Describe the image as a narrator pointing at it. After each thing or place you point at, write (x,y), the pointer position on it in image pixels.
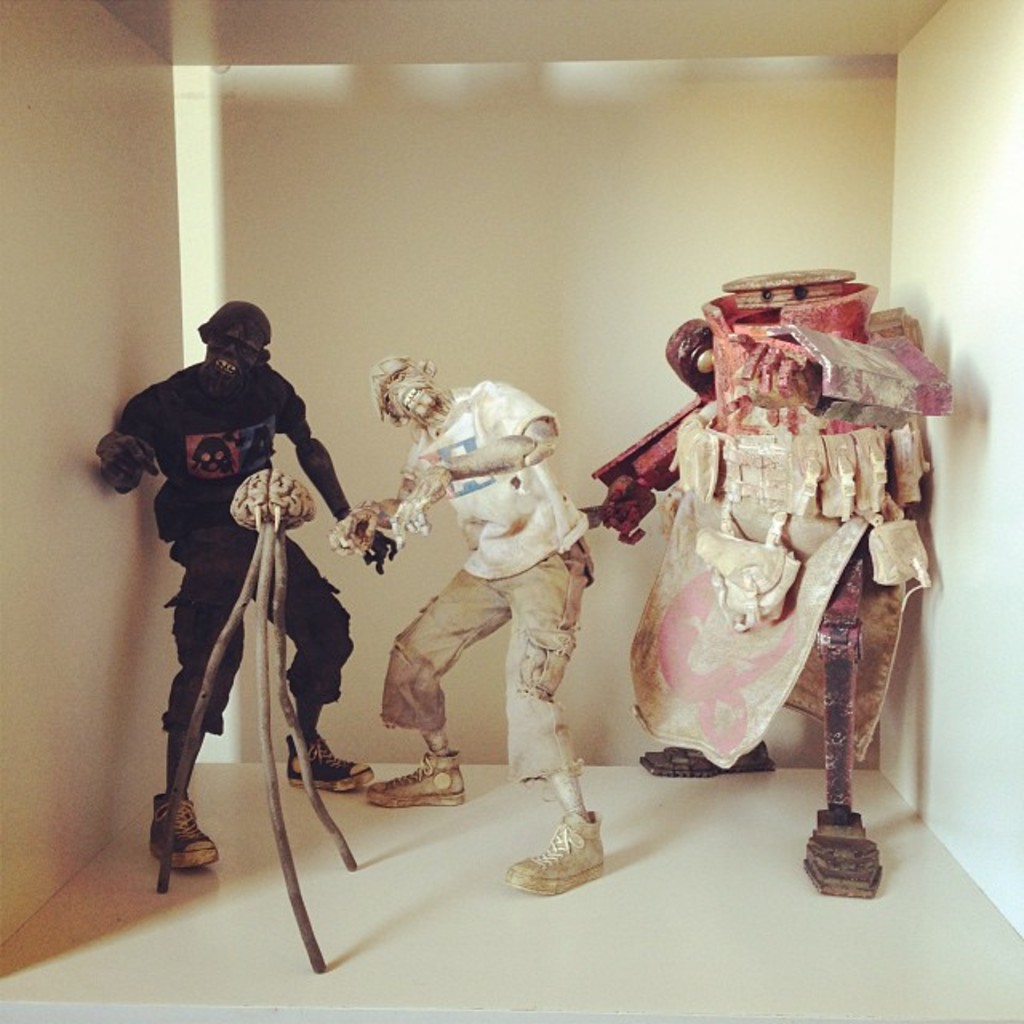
In this image there are two depictions (314,439) of a person (337,658), in front of them there are three wooden sticks (261,548) arranged at the top of that there is a brain (253,483). On the right side of the image (746,524) there are a few objects (782,629) arranged like a human body (793,448). In the background (522,175) there is a wall (505,207) and on the right (994,864) and left side of the image (121,652) there are walls (85,796).
